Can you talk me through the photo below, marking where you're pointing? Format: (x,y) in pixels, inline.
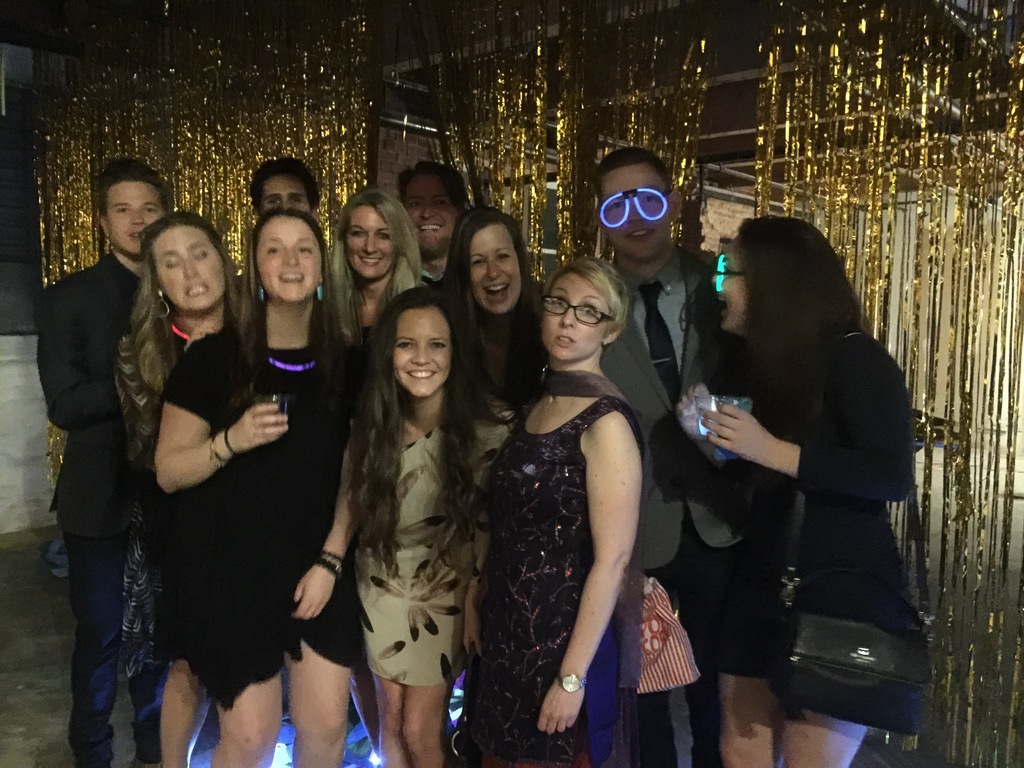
In the image we can see there are people (515,401) standing on the floor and there is a person (662,216) wearing light goggle (640,202). Behind there are golden decoration item (209,133).
